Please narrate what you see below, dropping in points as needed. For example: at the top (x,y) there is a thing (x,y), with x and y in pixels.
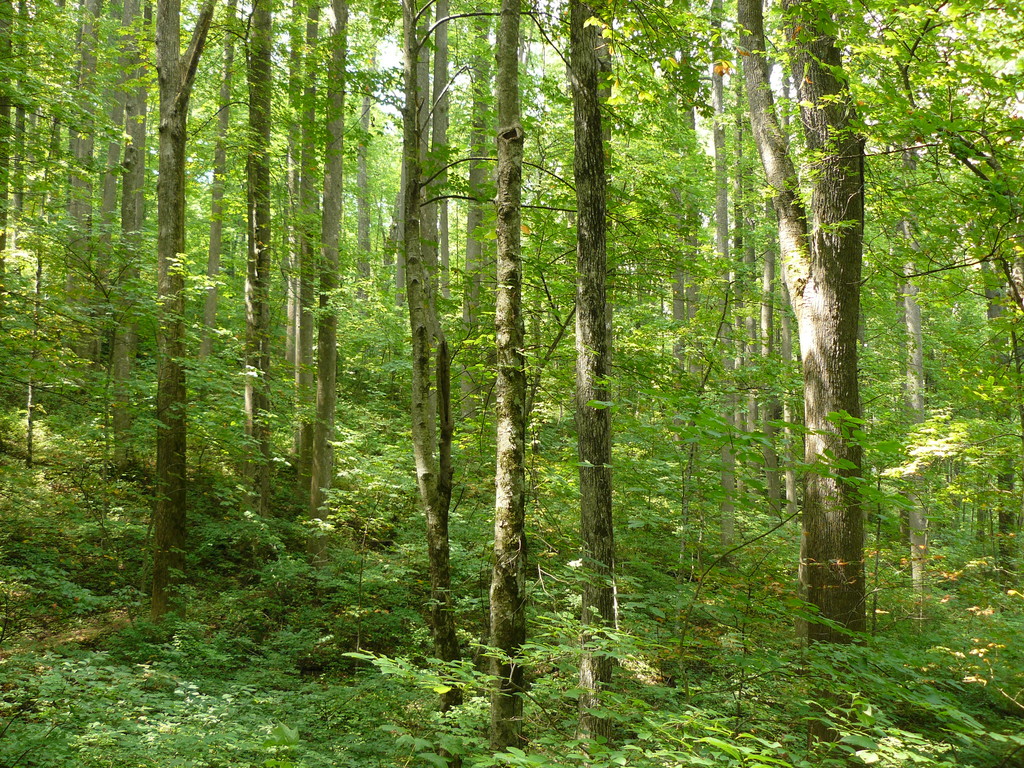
In this picture I can see trees (549,288) and few plants (124,654) and I can see sky (397,34).
